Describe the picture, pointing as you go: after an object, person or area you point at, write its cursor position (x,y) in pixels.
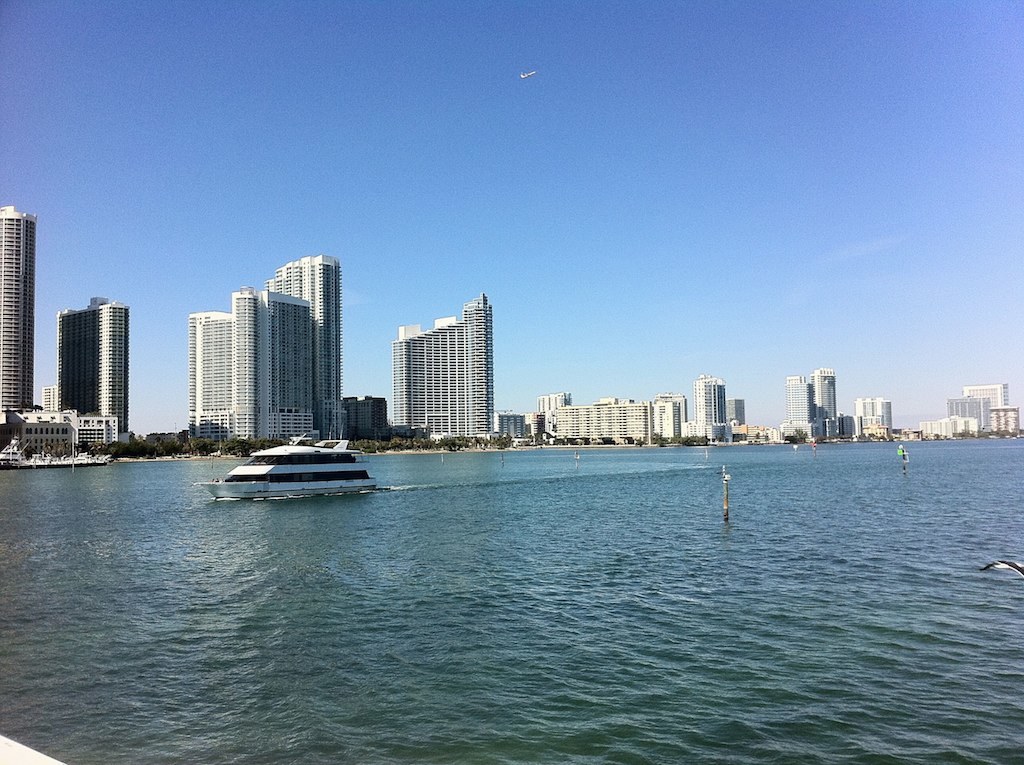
In this image we can see a ship (295,483) on the surface of water (357,610). In the background of the image (579,418), we can see buildings (422,400) and trees (367,440). At the top of the image (607,223), there is the sky (304,194).
